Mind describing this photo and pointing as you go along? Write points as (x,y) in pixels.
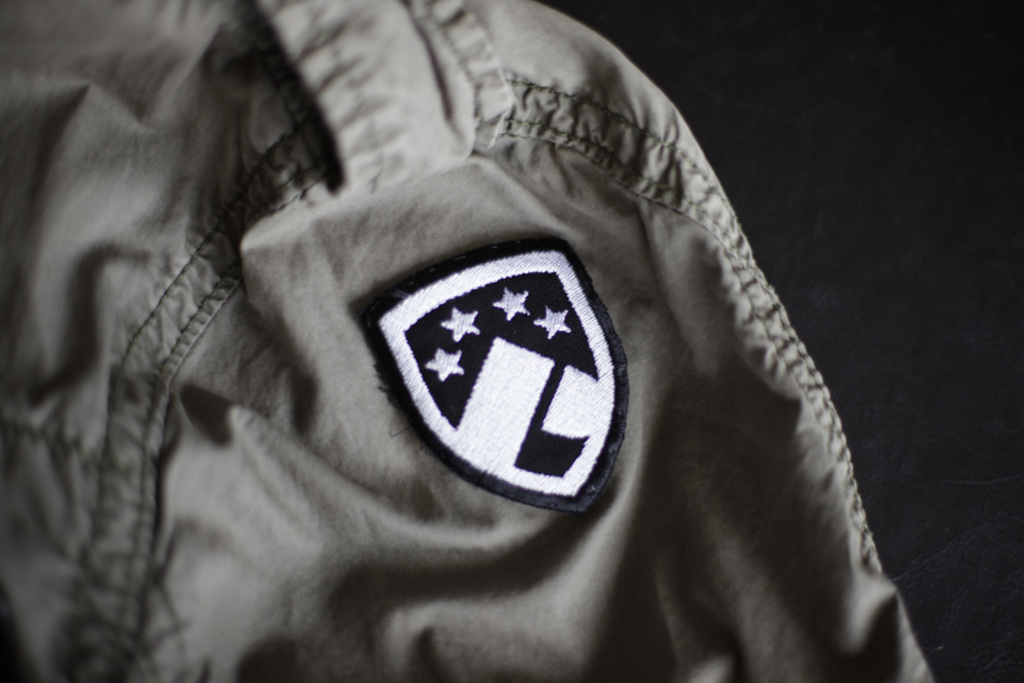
In this picture we can see a badge (488,456) on the shoulder (656,556) of a shirt (455,239). It has 4 stars (560,328) on it.
